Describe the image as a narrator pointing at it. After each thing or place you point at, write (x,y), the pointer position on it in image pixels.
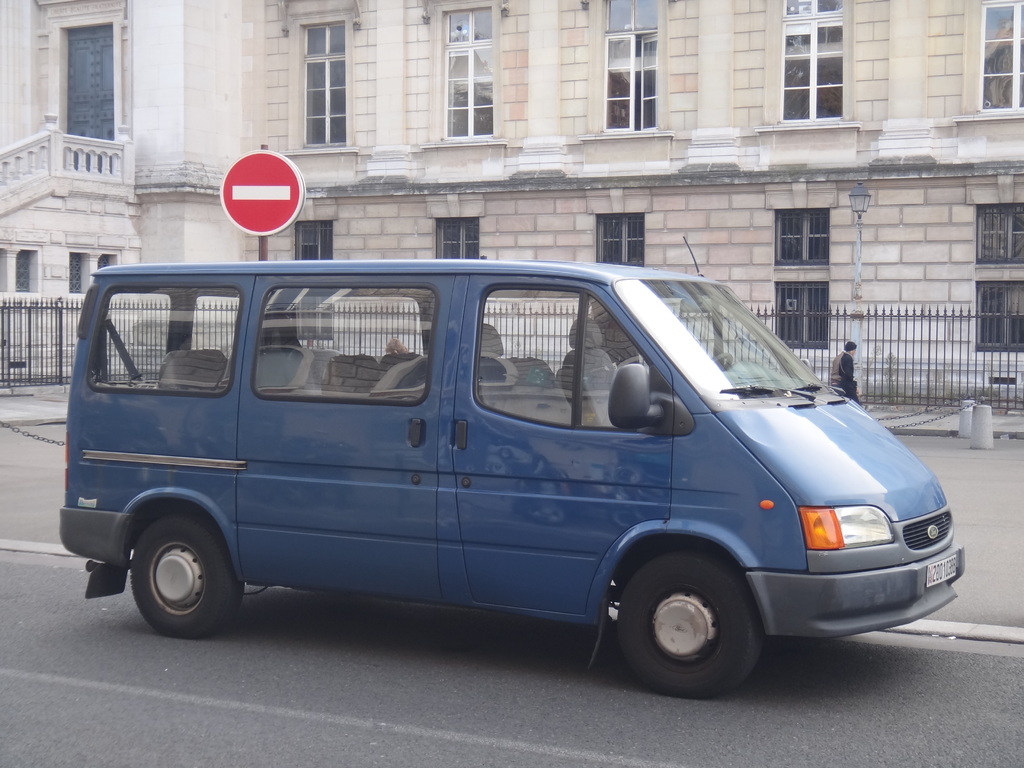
In this picture I can see a vehicle (164,619) on the road (349,707), side I can see sign board (250,213), person (855,392) walking side of the road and also I can see the building (412,145) with windows (467,46).
